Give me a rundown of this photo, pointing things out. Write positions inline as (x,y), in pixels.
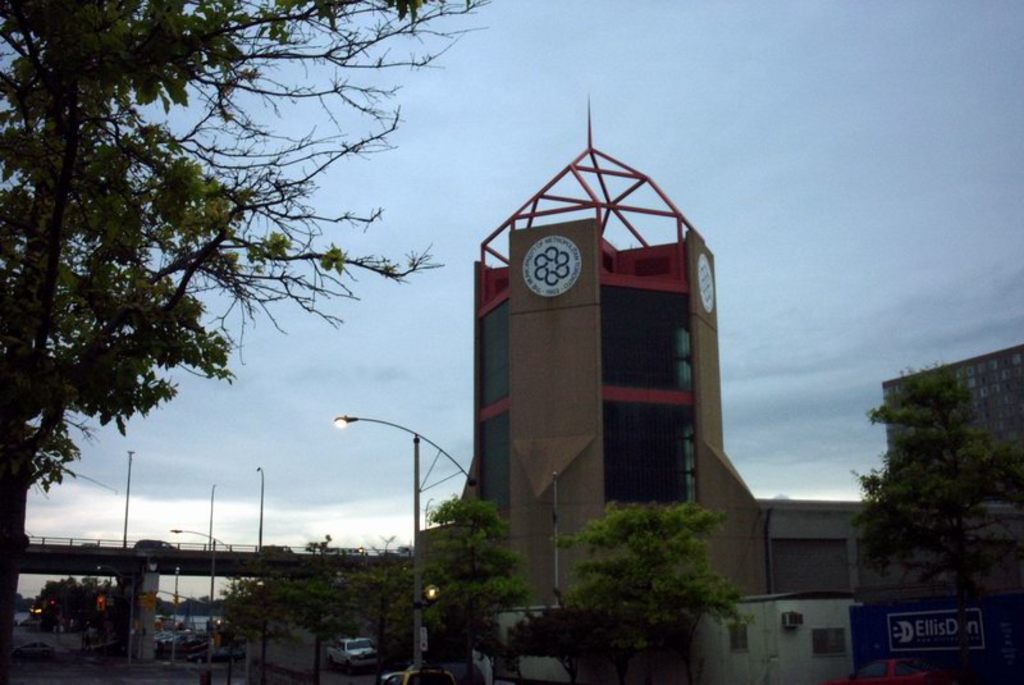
These are the buildings (612,428) with glass windows (503,476). I can see the trees (286,585). I think this is a flyover (166,562) with the vehicles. These are the street lights (419,632). Here is the car (359,660) on the road (374,675). This is a sky (307,262).
